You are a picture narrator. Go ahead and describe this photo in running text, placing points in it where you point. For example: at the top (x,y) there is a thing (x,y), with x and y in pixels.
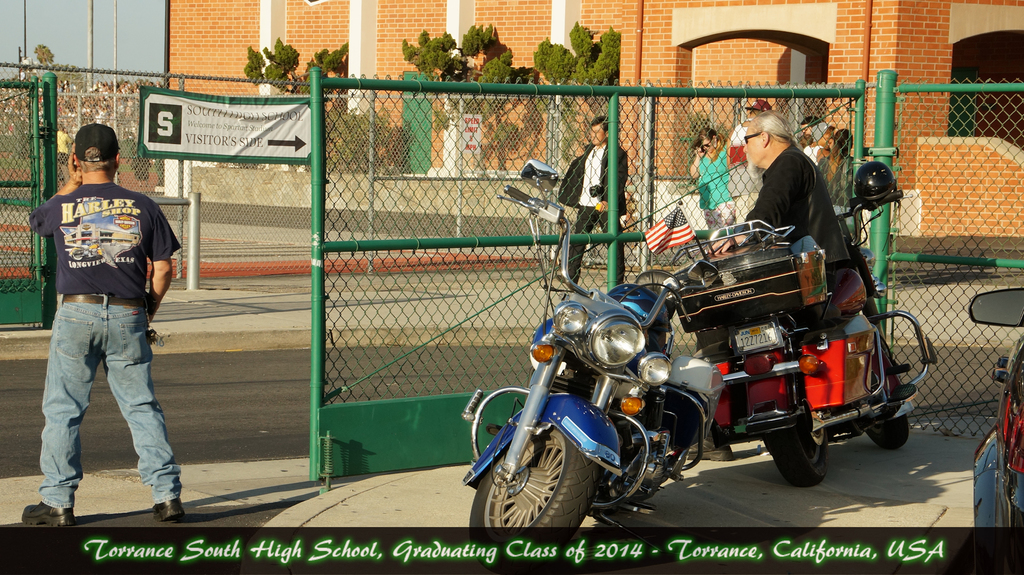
In this image i can see a person (138,324) standing in the left corner (93,382) wearing a blue jeans (56,496), black shoe (61,513) and t shirt (70,247), to the right of the image (730,312) i can see 2 motor bikes (741,313) and a person (770,193) leaning on one of the motor bike (803,329). On the background (245,57) i can see sky (130,39), building (284,36), trees (421,74) and some people (604,159) walking.
